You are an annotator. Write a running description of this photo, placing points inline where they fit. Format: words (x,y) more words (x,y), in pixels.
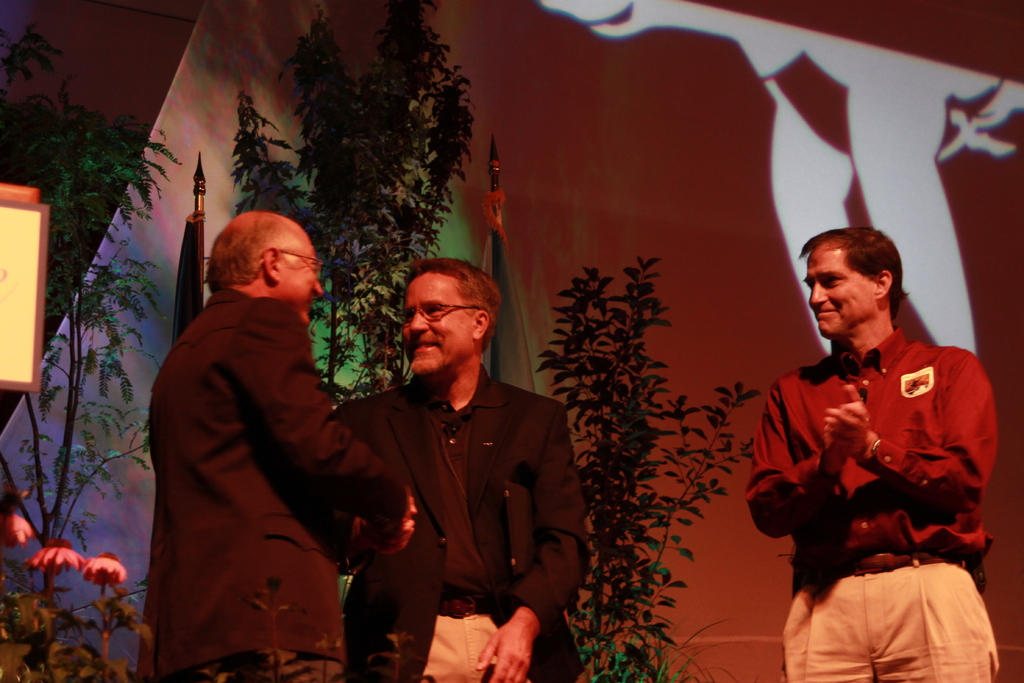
In this image there are people (926,580) standing. In the background (641,529) there are trees (88,445) and flags (195,269). We can see a curtain (700,176).
